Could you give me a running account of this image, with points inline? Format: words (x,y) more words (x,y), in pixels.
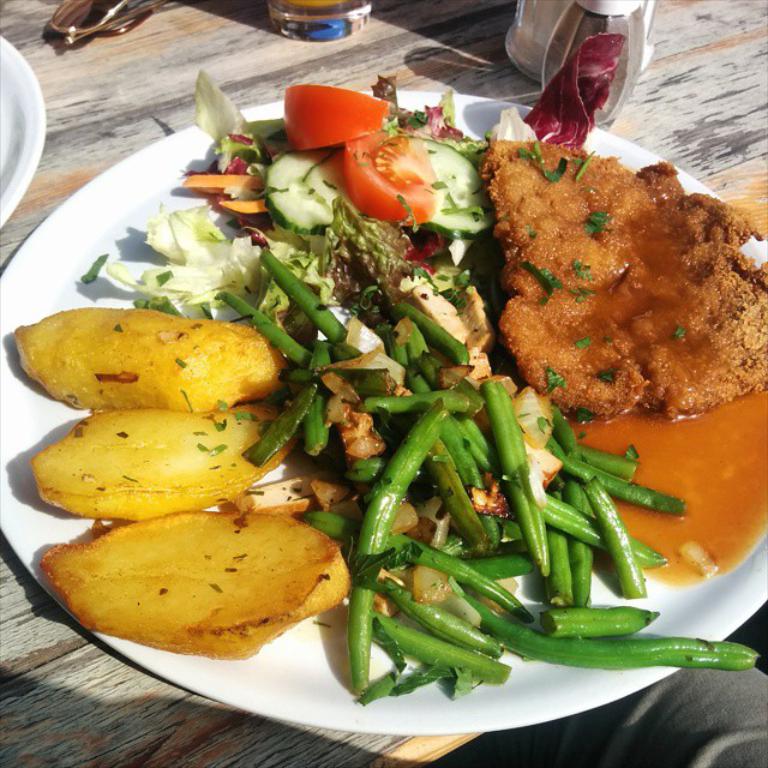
This picture shows food (417,382) with some veggies (366,345) in the plate (347,707) on the table (8,653). We see a glass (299,11) and another plate (25,92) on the side and we see a human (666,711).
